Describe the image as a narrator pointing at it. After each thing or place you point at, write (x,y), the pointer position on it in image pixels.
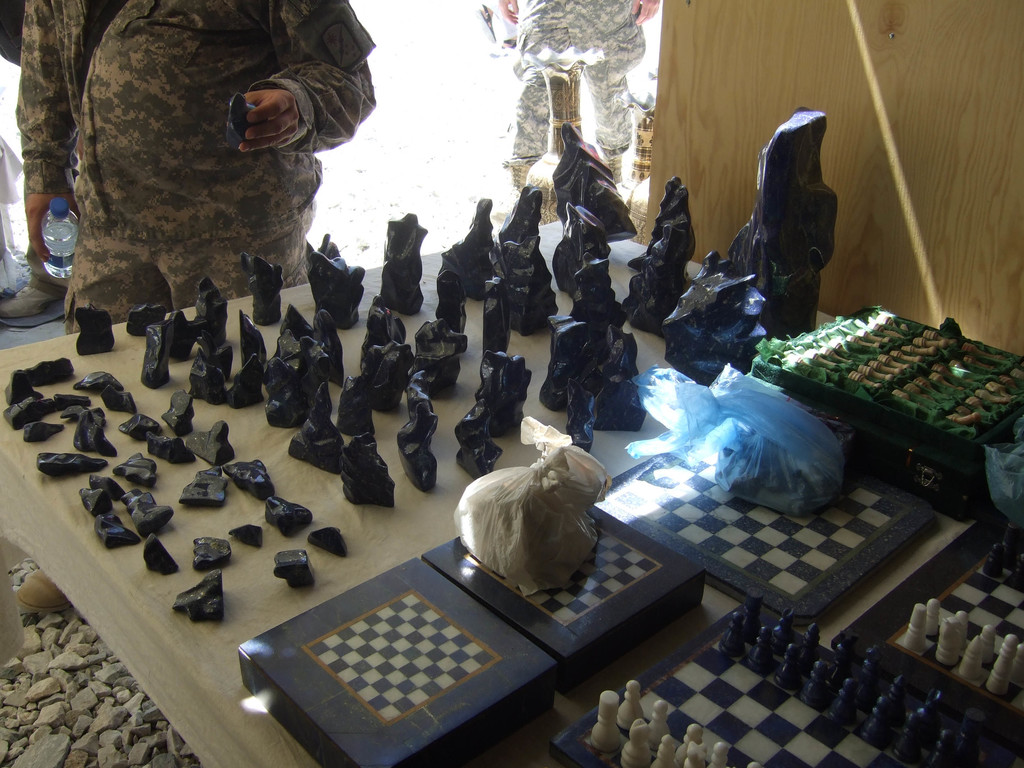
In this image we can see a table (460,406). On the table (254,453) there are different sizes of stones (625,385), chess boards (862,551), chess coins (871,369) and polythene covers (696,429). Beside the table (401,502) we can see persons (205,157) standing.
